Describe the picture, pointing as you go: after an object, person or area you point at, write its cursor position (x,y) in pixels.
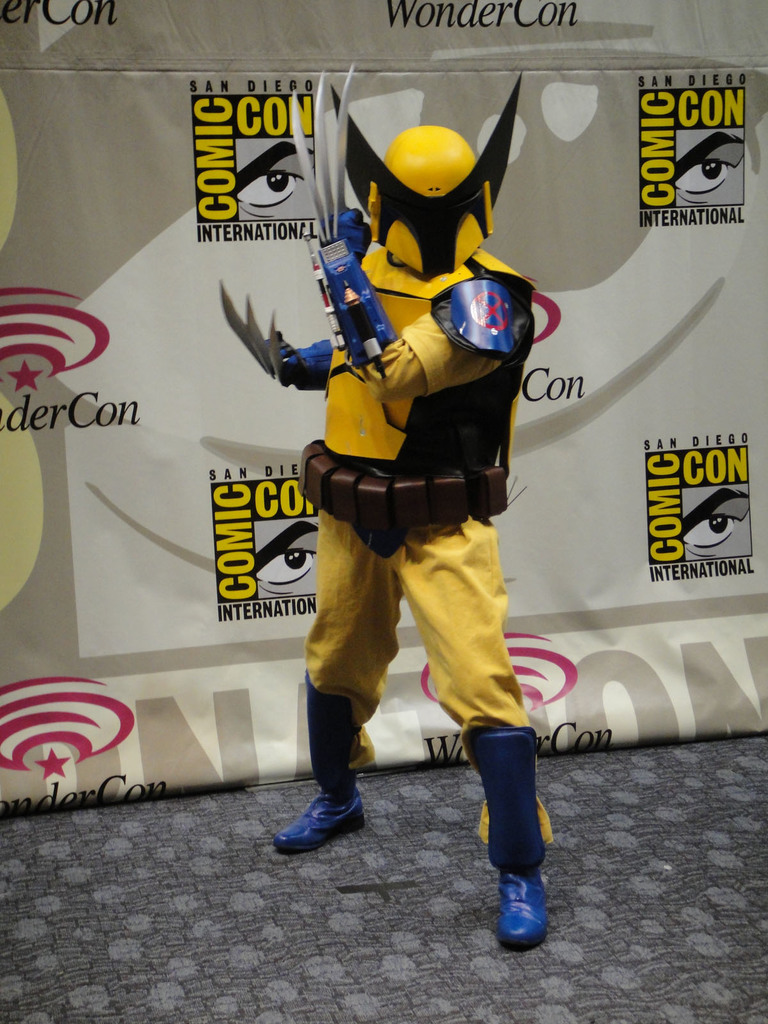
In this picture I can see a person (498,150) in a fancy dress (447,142), and in the background (576,254) there is a banner (390,46).
